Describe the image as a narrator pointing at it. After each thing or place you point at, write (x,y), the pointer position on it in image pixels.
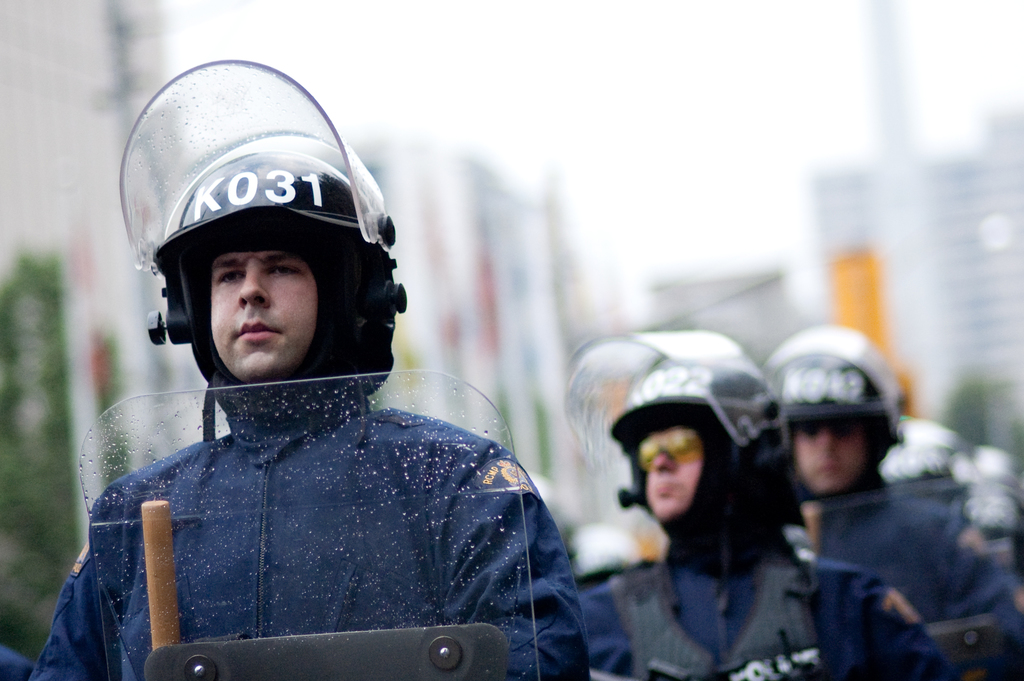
In this image we can see few persons (537,537) standing and wearing helmet (593,535). The background (814,203) is blurred.
